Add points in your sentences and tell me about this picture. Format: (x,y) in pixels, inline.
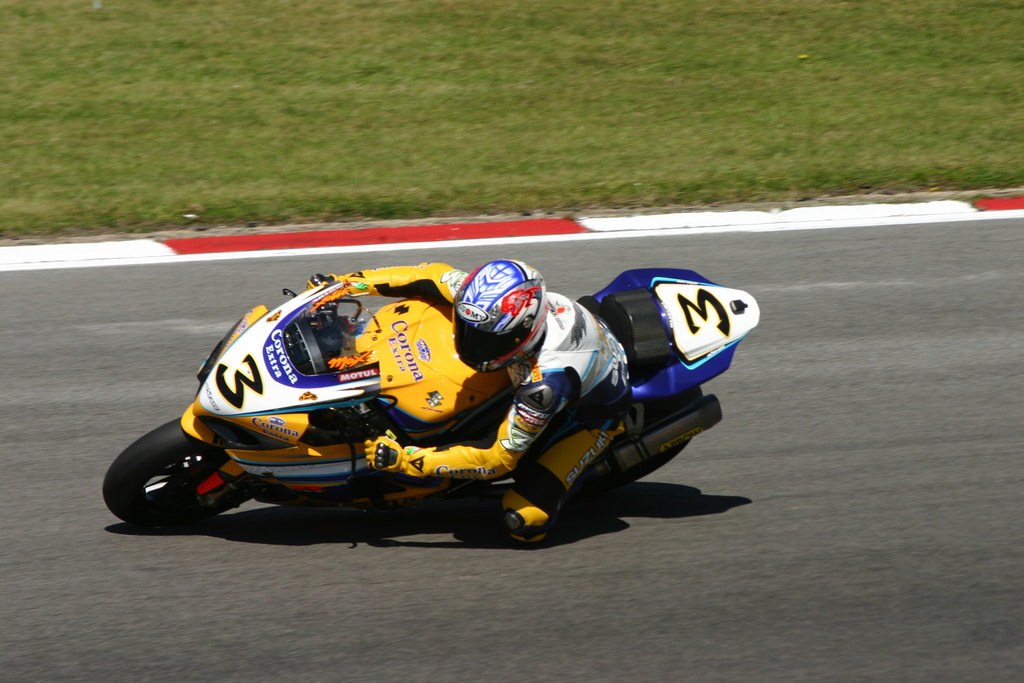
In the picture we can see a road (470,662) with a man (378,293) racing a bike (404,302), he is wearing a sports wear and helmet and behind the road (954,680) we can see a grass surface (989,163).
